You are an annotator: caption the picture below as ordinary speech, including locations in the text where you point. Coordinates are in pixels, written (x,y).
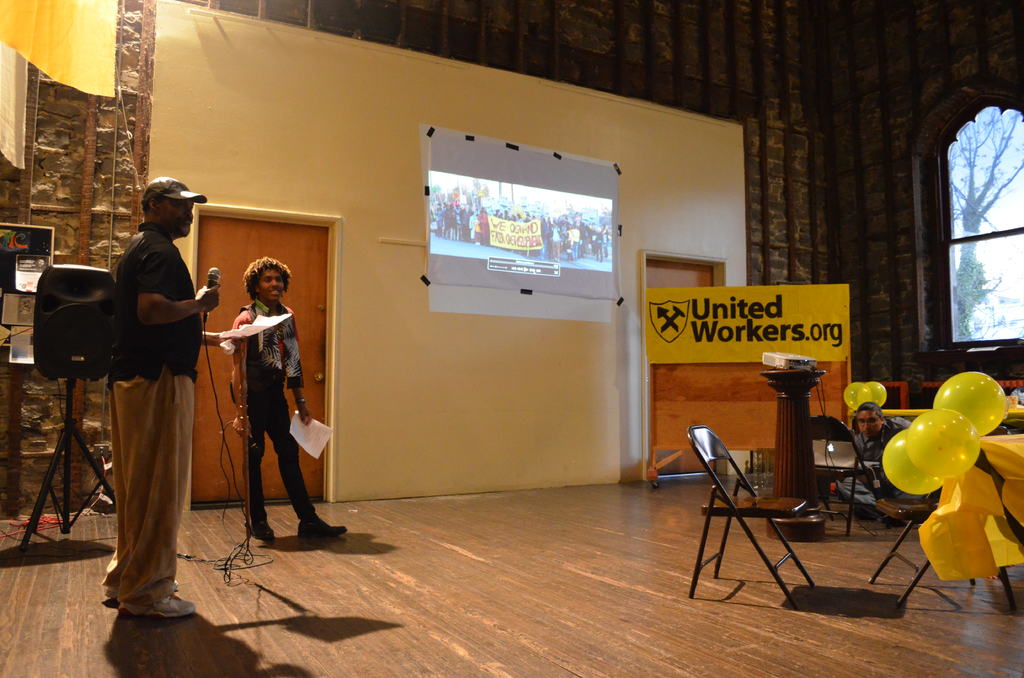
In this image there is a wall (654,14) with projector screen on it, beside that there are doors (223,229), also there are two people (170,480) standing on the floor (194,577) in which one of them is holding microphone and papers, there is a table (943,488) with balloons (952,456) tied at the edge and there are chairs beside that.
